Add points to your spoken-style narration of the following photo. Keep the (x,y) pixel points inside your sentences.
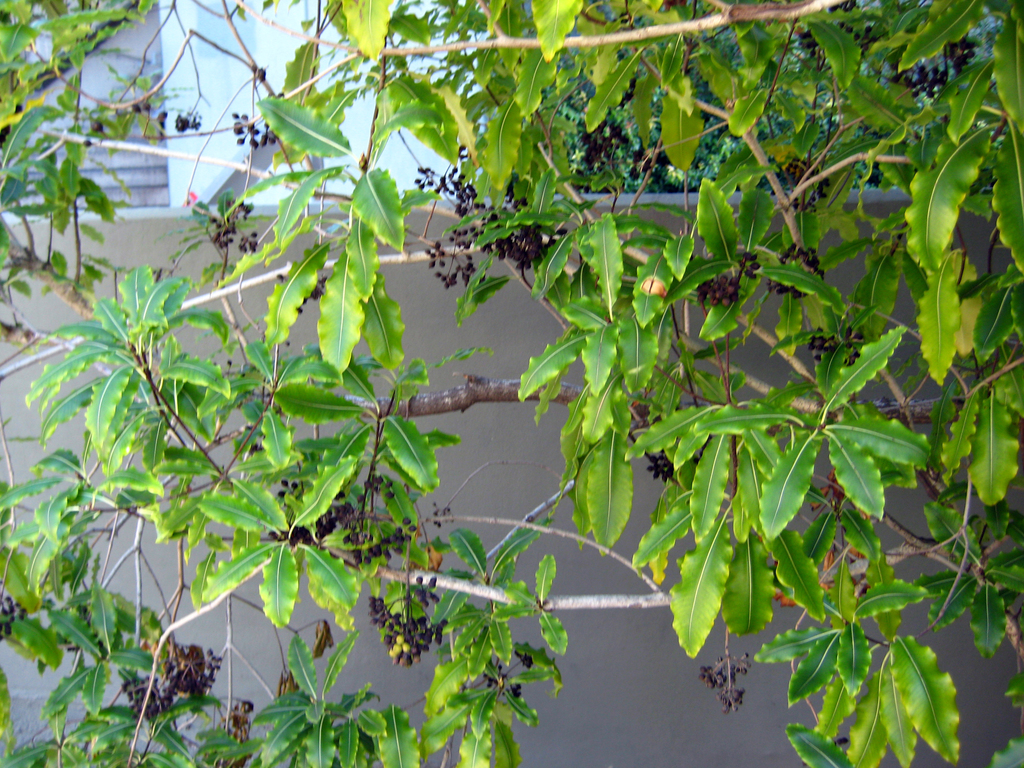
In the foreground of the picture (151,276) there is a tree (205,606), to the tree (628,599) there are small fruit like things (748,255). In the center of the picture (427,287) is a wall (144,239). In the background (702,117) there is a tree (723,149) and building (251,24).
